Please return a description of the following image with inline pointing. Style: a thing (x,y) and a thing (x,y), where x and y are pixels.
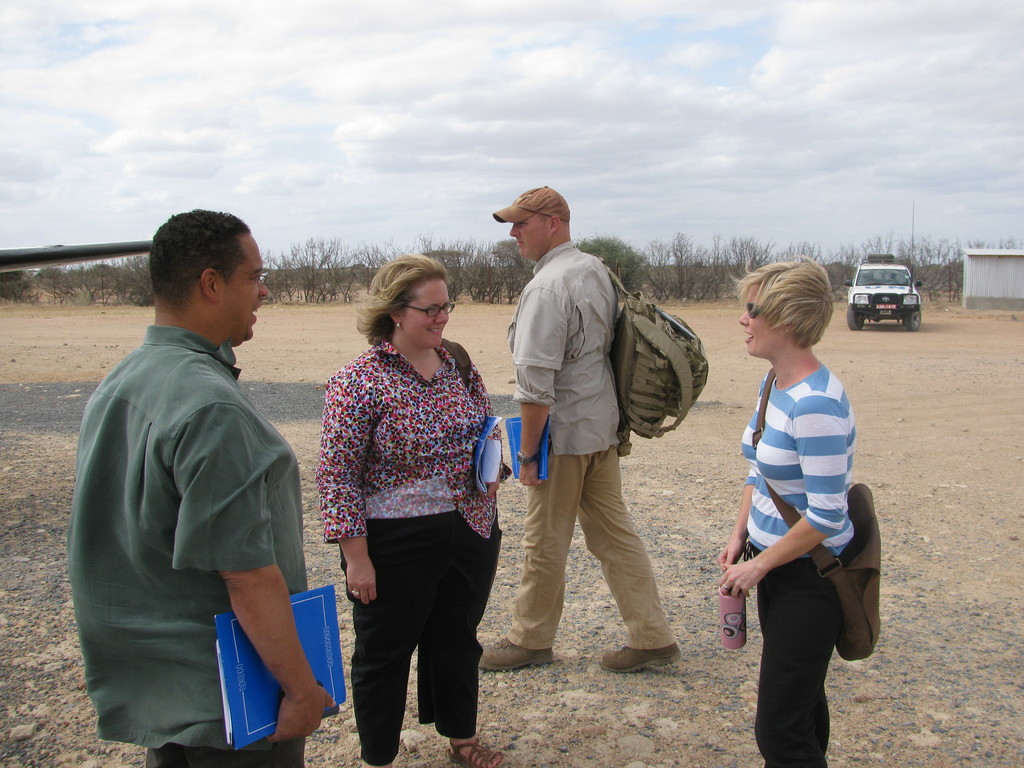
In the center of the image (589,492) we can see four people (440,514) are standing and they are smiling and they are holding some objects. Among them, we can see two persons (523,399) are wearing bags (640,435). On the left side of the image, we can see some object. In the background (467,243), we can see the sky (117,182), clouds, trees (961,264), one vehicle (890,307) and one building (966,278).
